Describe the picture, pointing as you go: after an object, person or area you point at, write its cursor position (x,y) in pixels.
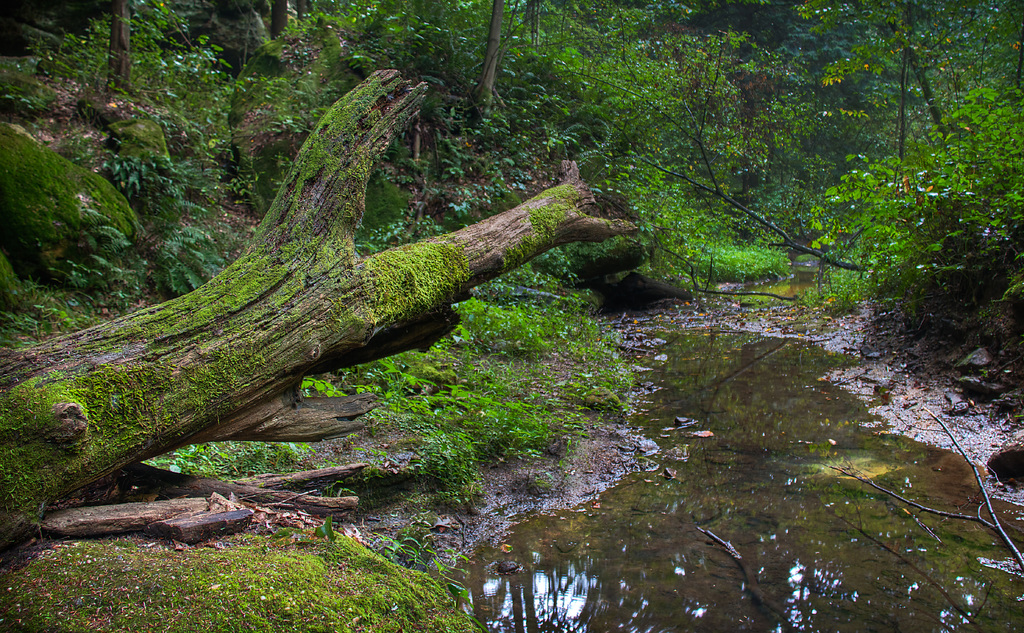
Here we can see water (699,537), branches (742,567), grass (297,576) and trees (673,73).
